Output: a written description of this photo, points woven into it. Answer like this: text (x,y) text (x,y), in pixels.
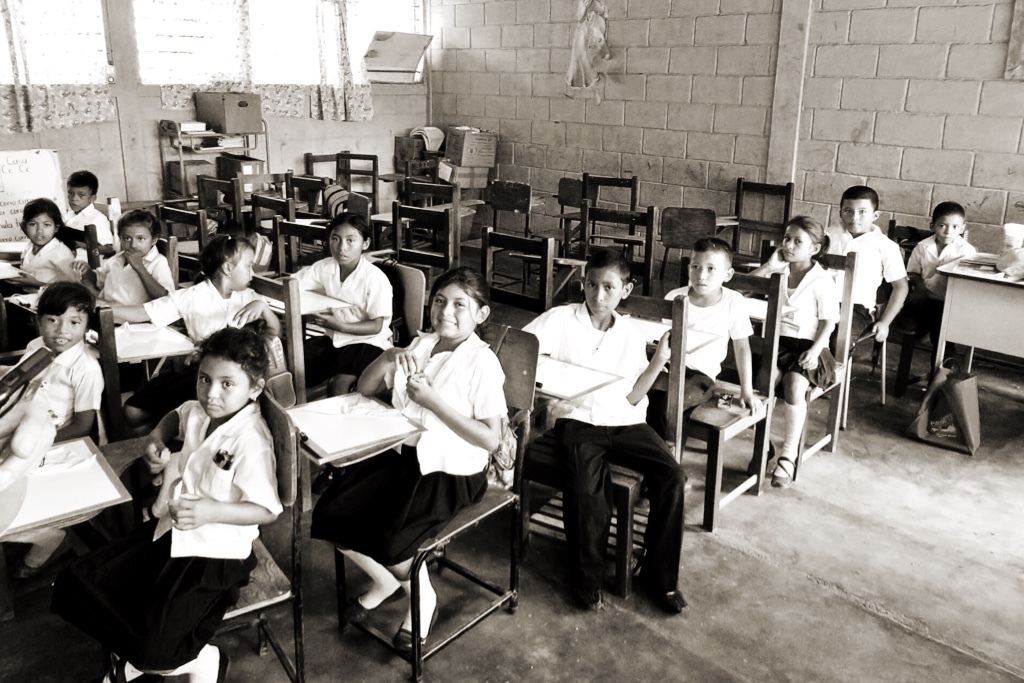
In the given image we can see there are children (457,340) sitting on chair (417,317). This is a classroom (535,282), the children (231,259) are in uniform (316,381).
